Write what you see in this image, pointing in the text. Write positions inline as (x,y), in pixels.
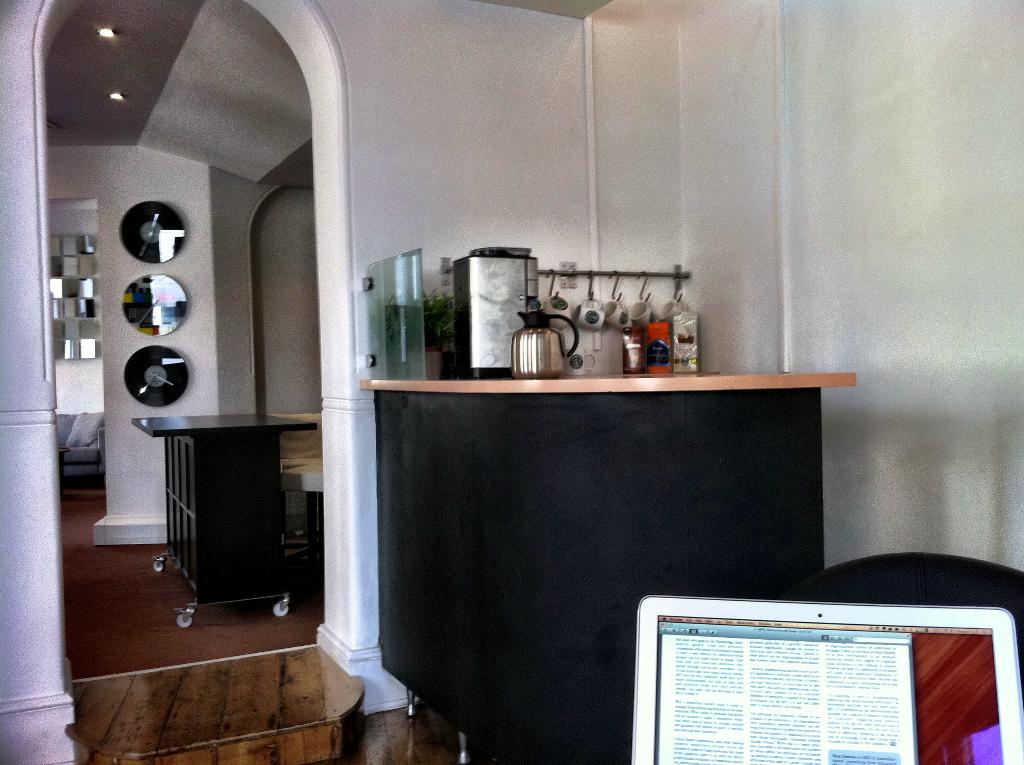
We can see screen (913,622) and kettle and objects (476,354) on the table (495,399) and we can see wall (475,211). In the background (99,303) we can see disks (157,384) on a wall (207,389), table (274,425) and sofa (75,445). At the top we can see lights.
